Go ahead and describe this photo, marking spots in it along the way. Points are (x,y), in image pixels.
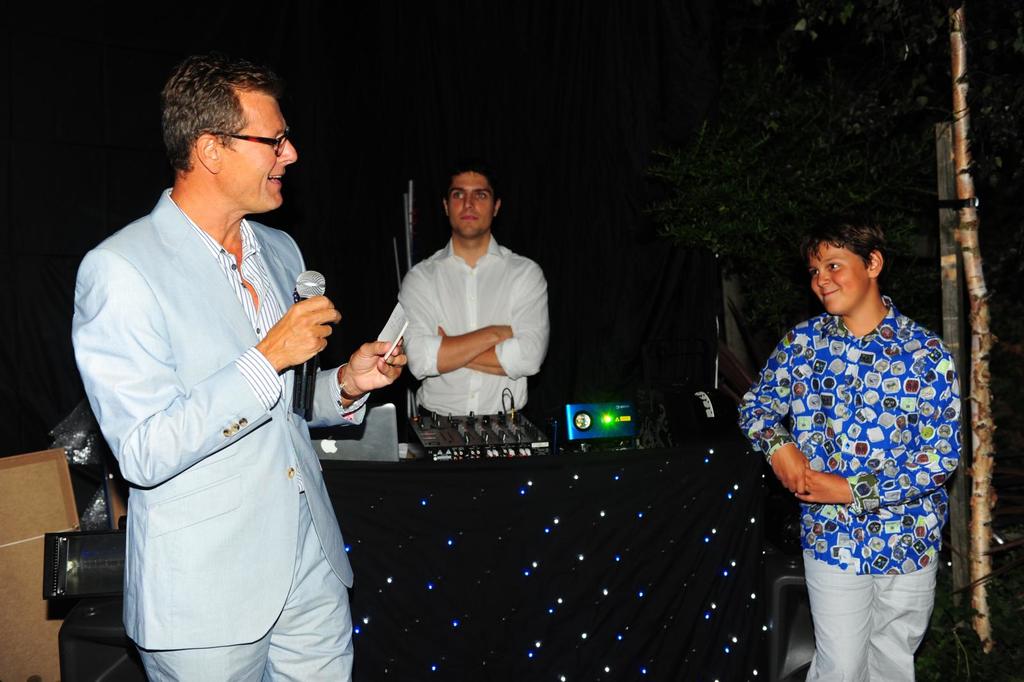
In this picture I can see few people (880,468) are standing, among them one person (339,316) is holding a mike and paper (385,339), behind we can see some dotted table (641,520) on which we can see some objects (407,450) are placed.
